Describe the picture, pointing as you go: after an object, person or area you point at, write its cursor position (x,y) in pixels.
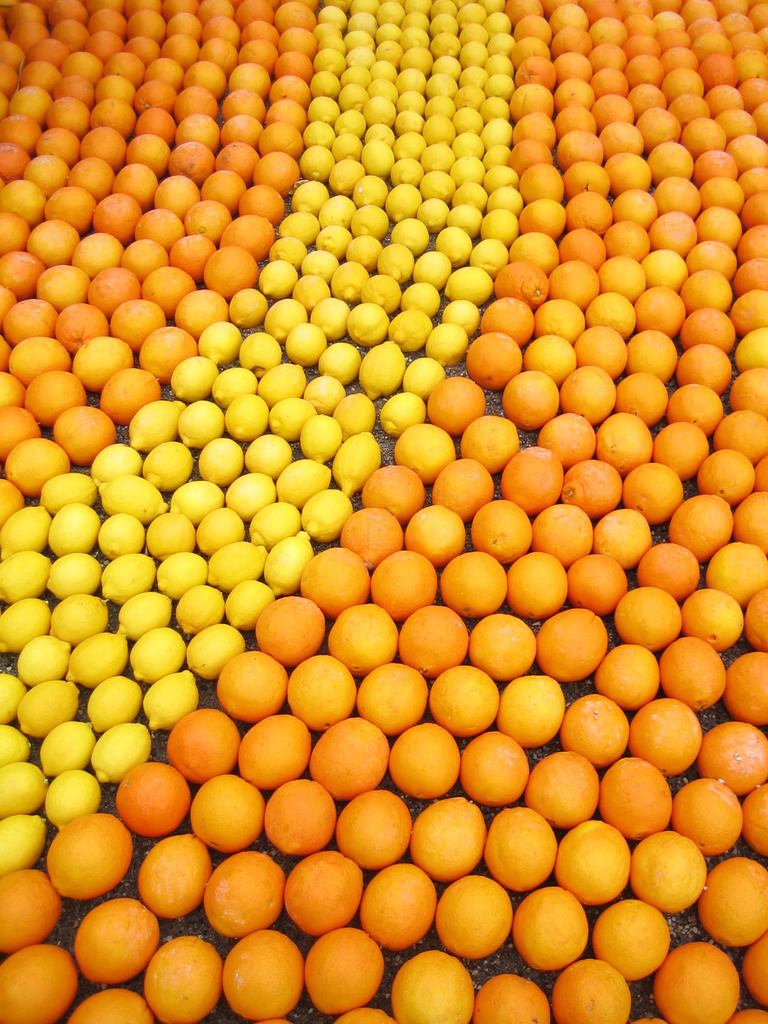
In this picture we can see a group of fruits (293,874) such as oranges (232,791).
